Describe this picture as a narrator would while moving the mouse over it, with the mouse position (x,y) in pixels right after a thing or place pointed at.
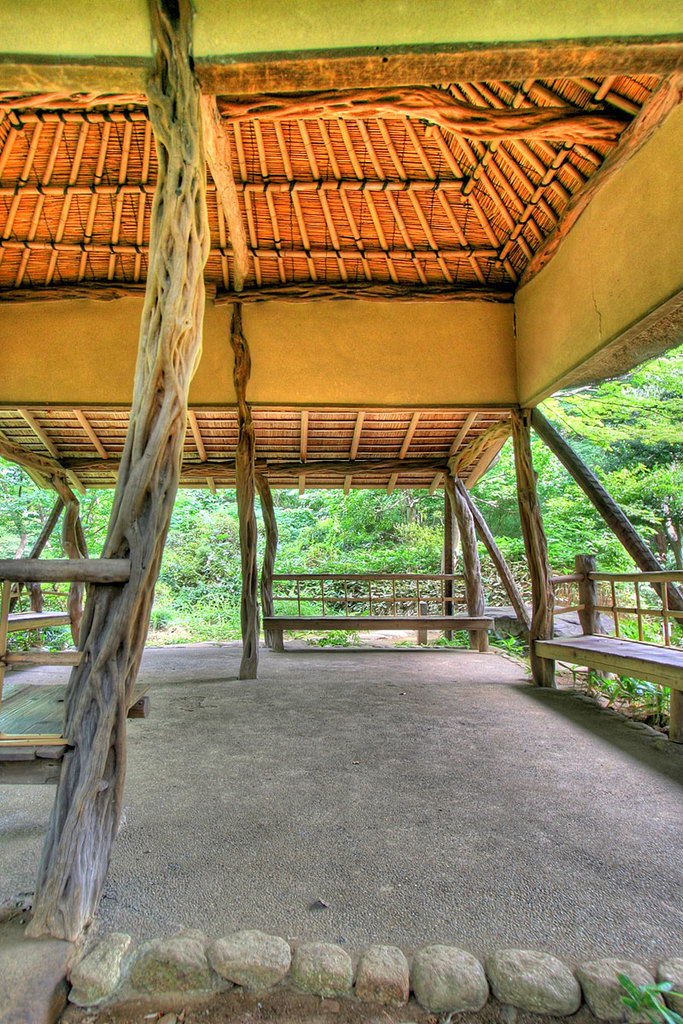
In the foreground of this image (203,287), there is a shelter (75,483), few wooden poles (188,153) and benches (591,634). On the bottom (515,1000), there are stones (682,991). In the background (564,520), there are trees (235,524).
